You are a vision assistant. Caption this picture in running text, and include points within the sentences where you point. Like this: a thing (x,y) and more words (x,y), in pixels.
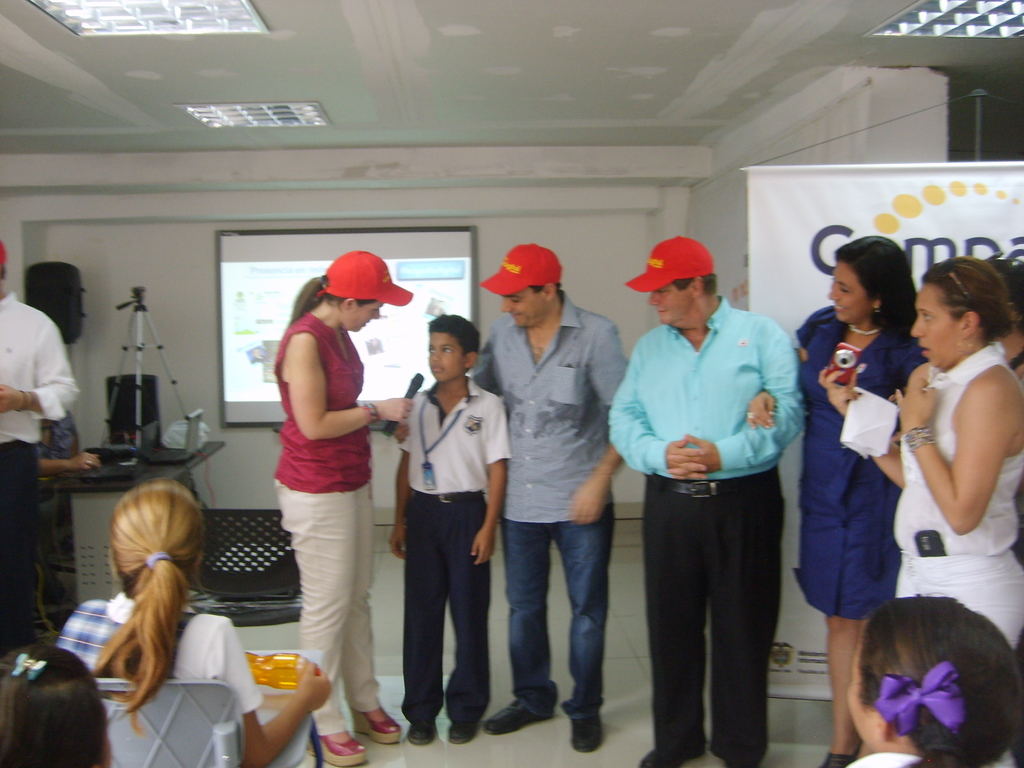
This picture is clicked inside room (513,615). In the center (409,441) we can see the group of people (622,433) and we can see the microphone (415,389), camera (839,374), text (929,240) on the banner (972,197) and there are some objects (154,441) placed on the top of the table (113,484) and we can see the group of people (125,621) seems to be sitting on the chairs (151,702) and we can see the wall (150,267), roof (263,89), lights (996,24), metal rods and some other objects (138,346).
